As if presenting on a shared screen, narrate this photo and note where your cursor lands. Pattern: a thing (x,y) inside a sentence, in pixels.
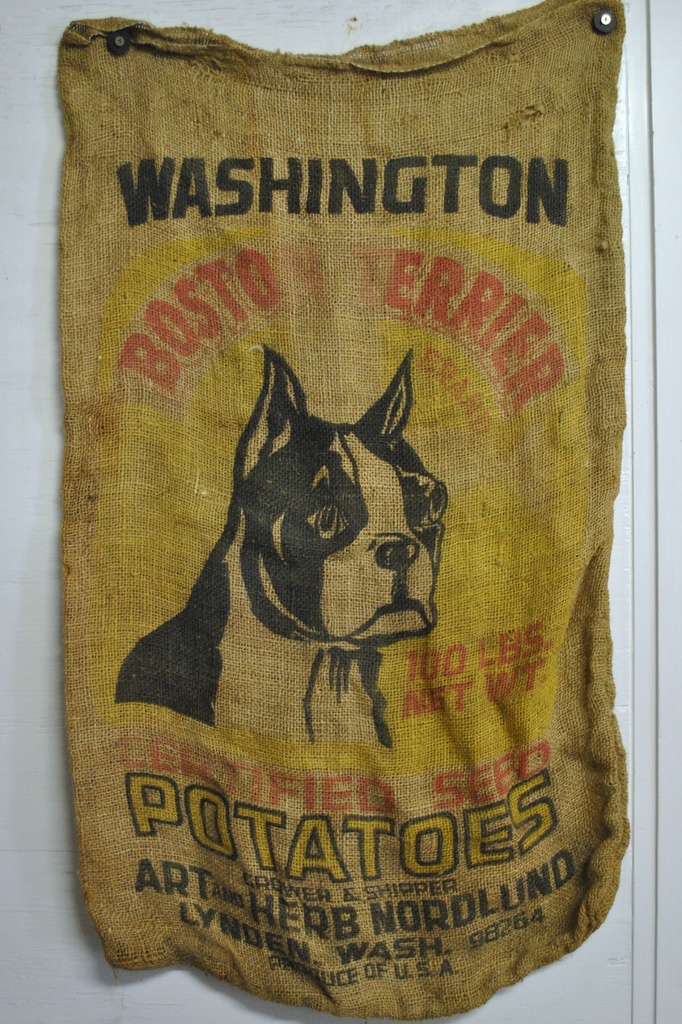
This is a zoomed in picture. In the center (431,636) there is a bag (220,39) hanging on the wall (362,22) on which we can see the text (448,199) is printed and a picture (333,699) of a dog (349,591) is printed. In the background (66,819) there is a wall (53,957).
